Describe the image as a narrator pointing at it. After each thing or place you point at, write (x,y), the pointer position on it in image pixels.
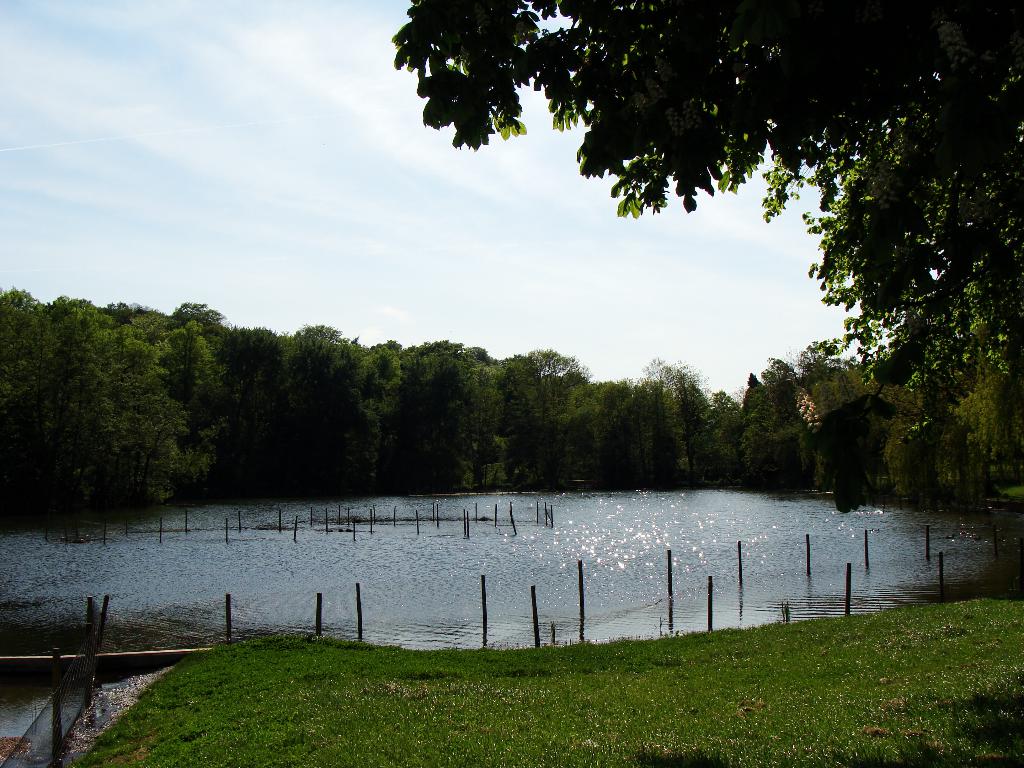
In the image there is a grass (344,664) in the foreground (353,641), behind the grass (263,694) there is a water surface (447,608) and in the background (495,360) there are trees (193,422).
